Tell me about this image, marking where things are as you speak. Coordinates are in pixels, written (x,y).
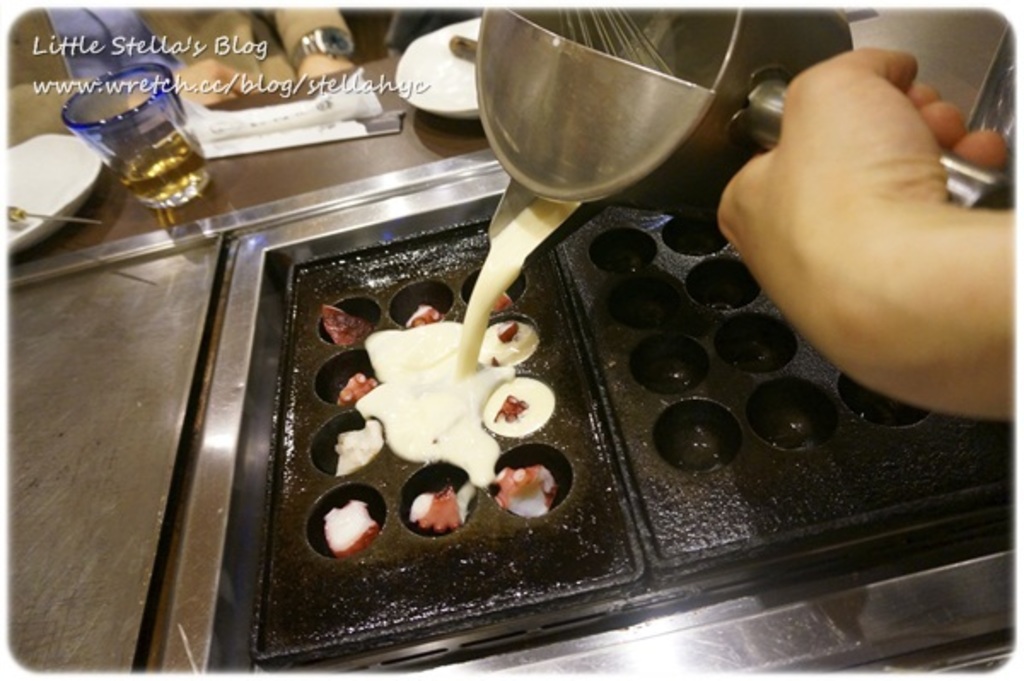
We can see a person hand (792,218) with a vessel (629,122). From the vessel (548,194) something is pouring into another vessel (598,421) with holes (528,456). There is a table (115,245). On the table (102,175) there is a glass (123,150), plates (61,152) and some other things (323,104). Also there is a watermark (139,53) on the image.
